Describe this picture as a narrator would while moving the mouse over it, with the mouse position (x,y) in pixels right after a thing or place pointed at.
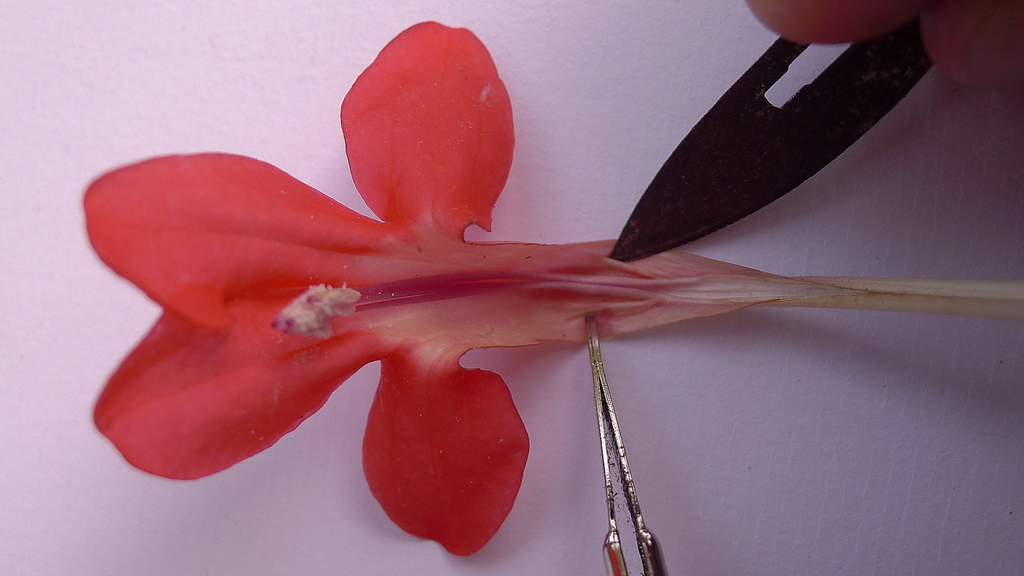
In this image there are two tools (634,231) on the red color flower (236,265) which is on the object (108,118), and there is a person hand (958,13).
